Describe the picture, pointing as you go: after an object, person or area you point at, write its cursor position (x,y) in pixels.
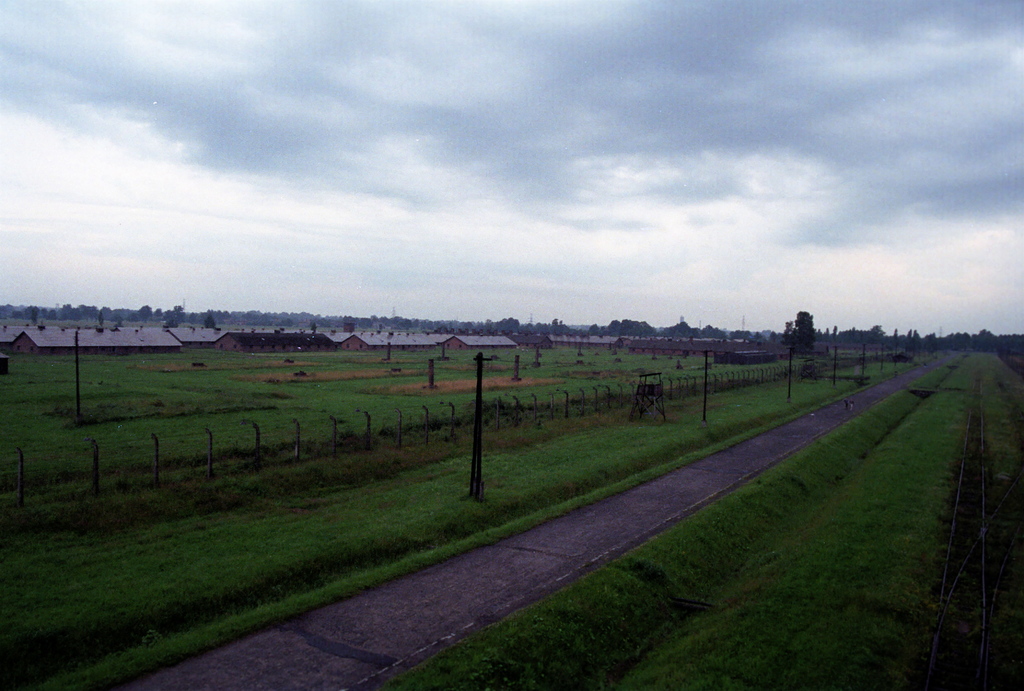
In this image I can see fence (498,421), poles (479,412), a road (412,651), the grass (660,559) and houses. In the background (408,262) I can see trees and the sky (401,233).
